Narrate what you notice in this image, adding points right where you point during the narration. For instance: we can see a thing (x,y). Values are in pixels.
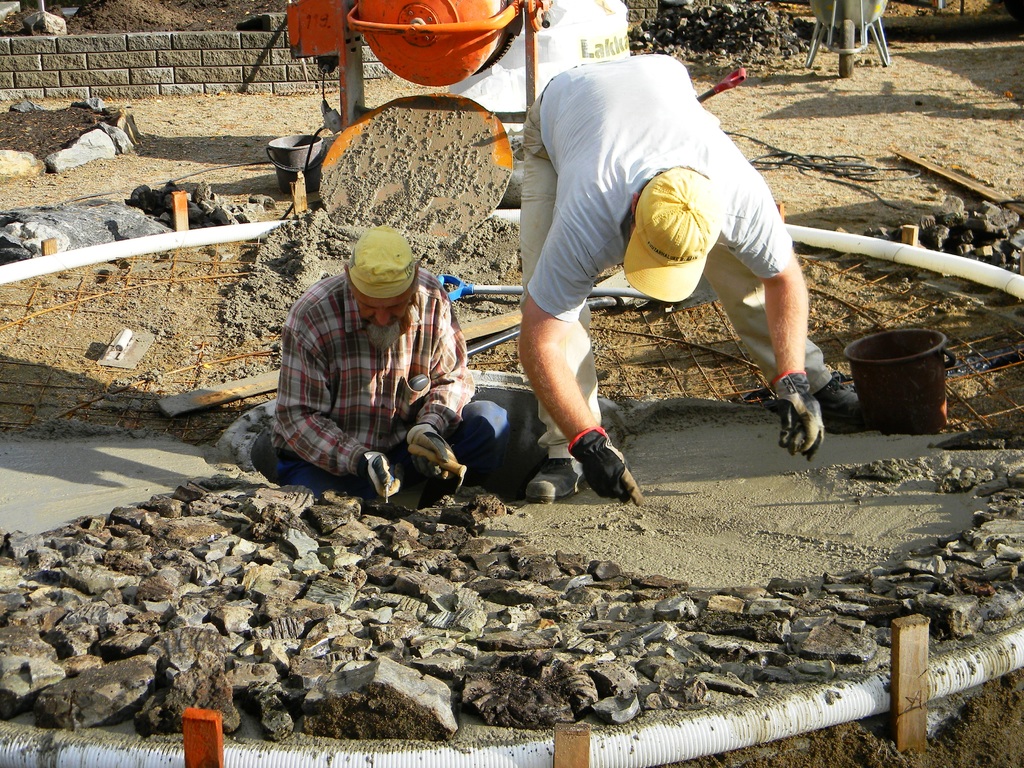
Here in this picture we can see two persons (555,328) present on the ground (437,498) and both of them are working and we can see stones (457,501) present in front of them and behind them we can see mixture of gravel and cement (376,224) present and we can also see the machine (349,49) present and around them we can see a pipe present and we can see both of them are wearing caps (372,235) and the person (607,195) on right side (711,252) is wearing gloves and beside him we can see a bucket (910,398) present.
